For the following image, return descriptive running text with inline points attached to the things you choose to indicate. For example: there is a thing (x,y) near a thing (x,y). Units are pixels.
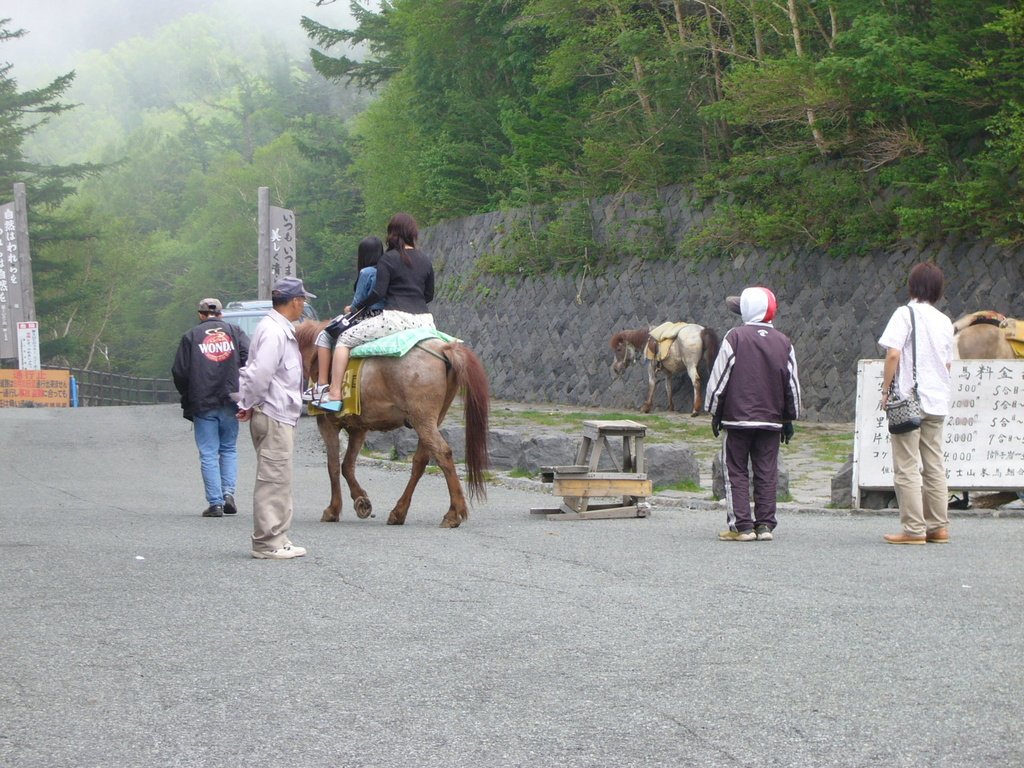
Here in this picture there is a road (697,602). Four men (770,448) standing on the road (412,671). There is horse (412,397) on the road (395,681) and two girls (388,294) are sitting on the horse (406,375). And to the right side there is a footpath (657,417). On that footpath (671,418) there is horse (679,336) leaning to the wall (651,303). In background (643,114) there are some trees (915,128).
